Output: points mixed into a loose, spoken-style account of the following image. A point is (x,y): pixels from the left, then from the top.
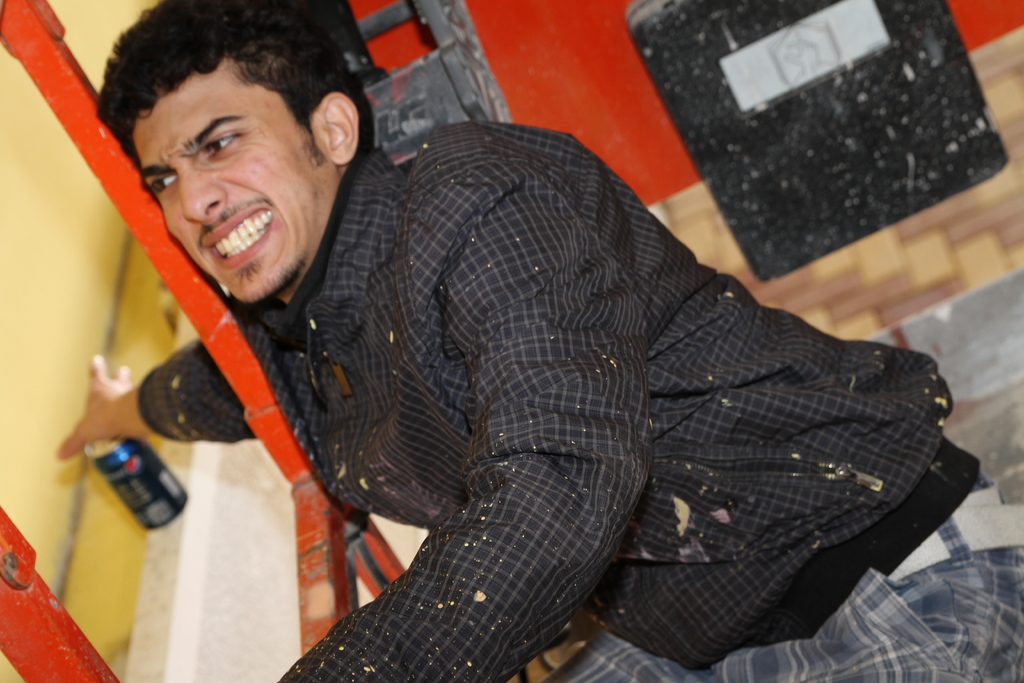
In this image we can see a man (469,512) trying to hold a can (132,483) on a stand (158,593). Near to the person (225,195) there is a red color stand (320,528). In the back (43,124) there is a wall (131,572). And there are some other items (760,91).
